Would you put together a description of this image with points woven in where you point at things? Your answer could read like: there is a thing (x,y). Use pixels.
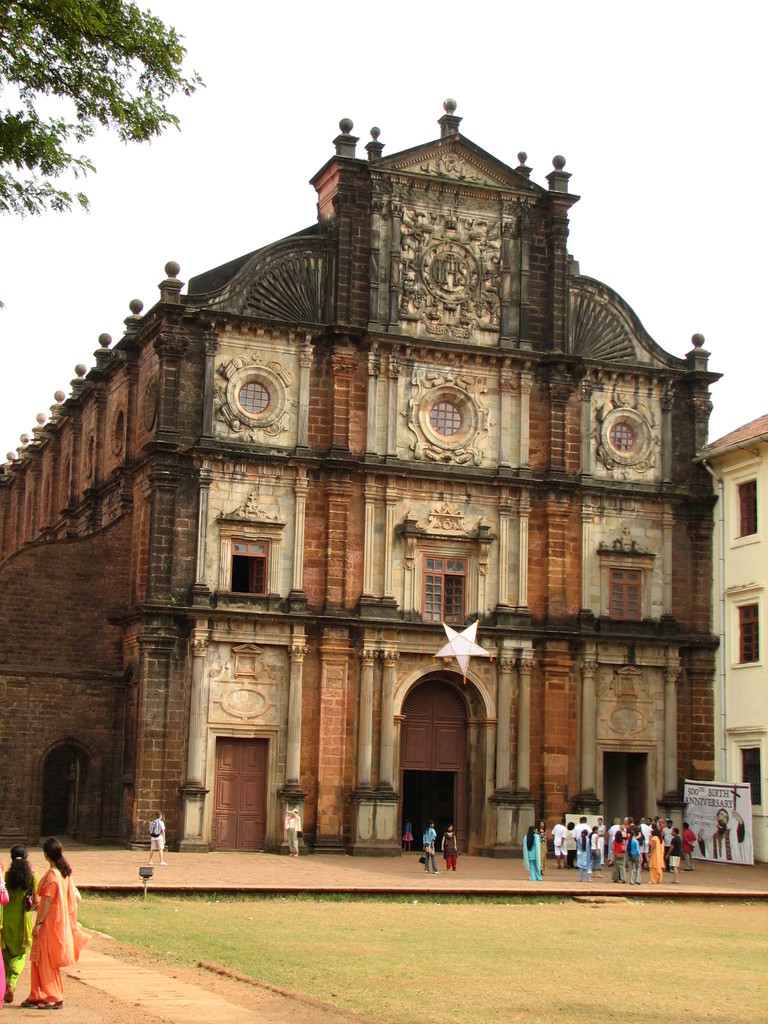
In this image i can see the church (472,275) and in the center of the image (468,638) there is a star (466,661) in white color and there are group of people (612,842) in front of the church (603,793). In top left corner (117,52) there are leaves (83,88) and in bottom left corner (62,911) there are two women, and in background (118,68) there is sky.
